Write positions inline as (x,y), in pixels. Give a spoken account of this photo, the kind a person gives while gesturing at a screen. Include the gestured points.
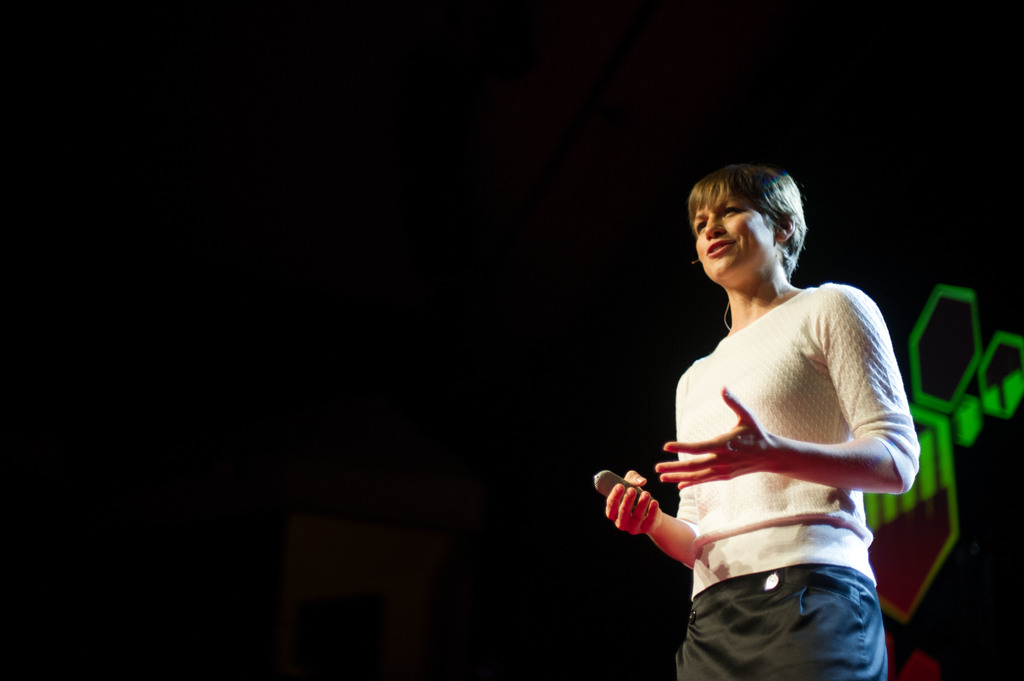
The woman (887,484) in front of the picture wearing a white T-shirt (808,407) is standing. She is holding something in her hands (652,505). She is talking on the microphone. Behind her, we see boards (905,523) in red and green color. In the background (490,362), it is in black color.
